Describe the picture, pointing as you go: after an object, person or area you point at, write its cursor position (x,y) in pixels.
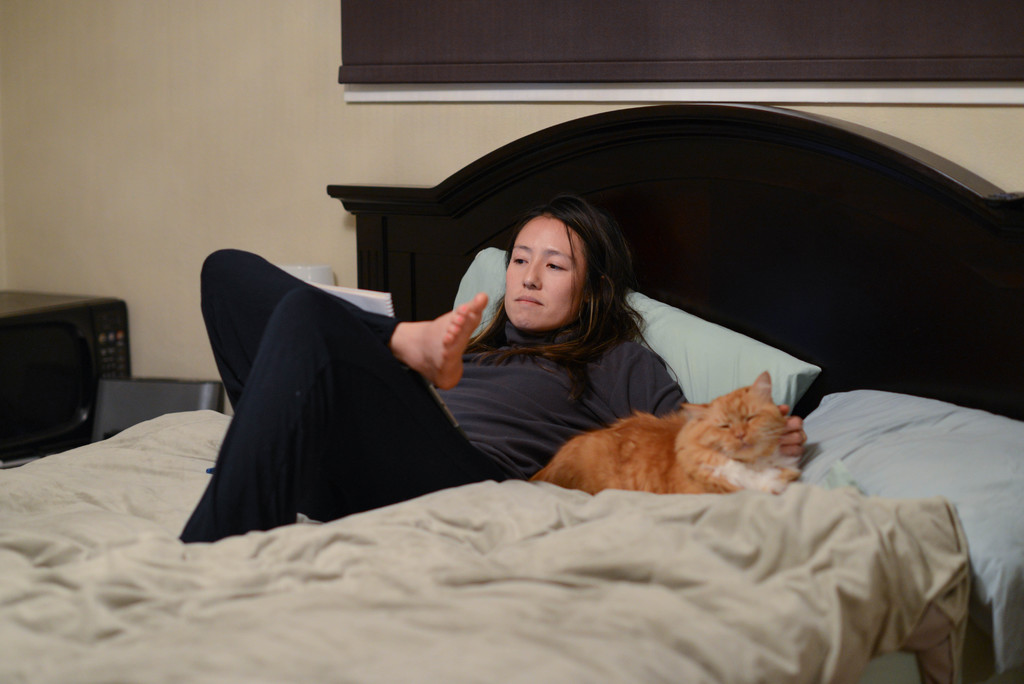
In this image i can see a woman (533,326) lying on the bed (432,303). There is a cat (713,410) and the pillow (710,334) on the bed (216,450), beside the bed (220,438) there is an oven (47,318). Background (234,140) i can see a wall (224,71).
